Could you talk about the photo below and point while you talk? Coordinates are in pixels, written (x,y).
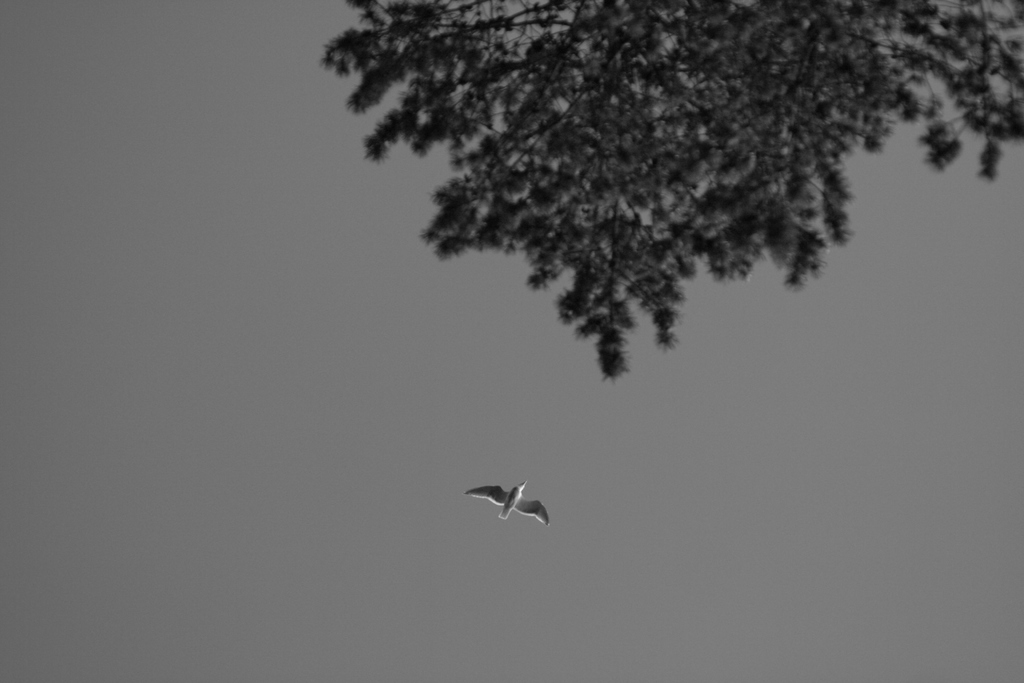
In the picture we can see a bird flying in the sky (197,494) and near to it, we can see a part of the tree (528,222).
